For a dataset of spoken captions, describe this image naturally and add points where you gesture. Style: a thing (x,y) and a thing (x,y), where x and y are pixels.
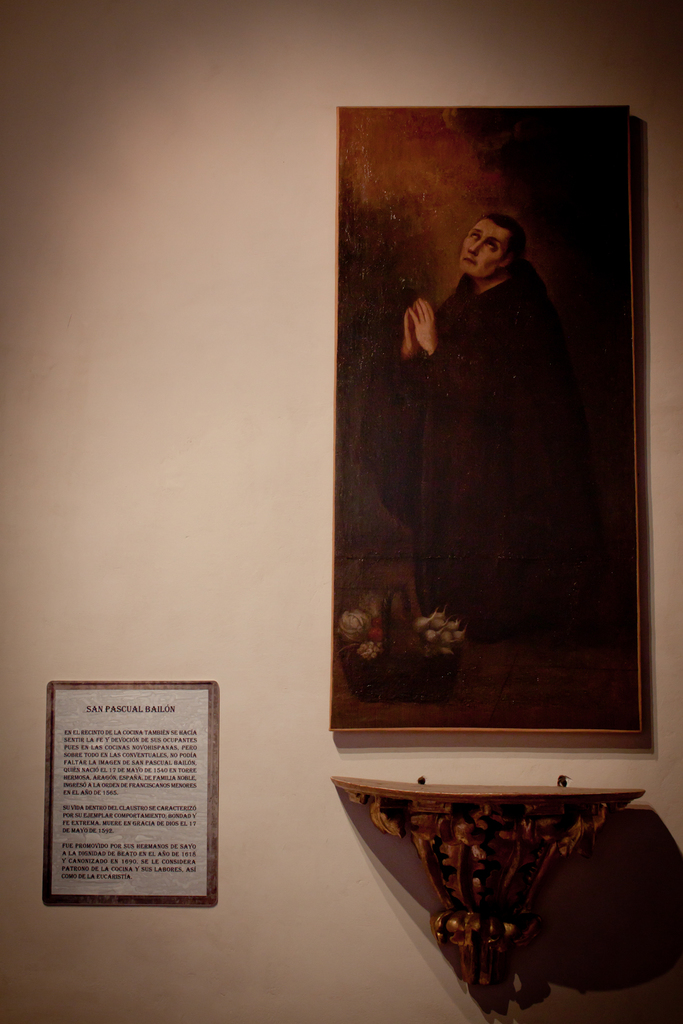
In this picture I can see a wall painting (342,112) which is clicked in dark and there is an object (436,825) which is attached to the wall (682,433) just below the wall painting (481,723) and besides this wall painting (346,704) and left side of the image (176,684) I can see a framed label (55,787) stick to the wall (221,905).
